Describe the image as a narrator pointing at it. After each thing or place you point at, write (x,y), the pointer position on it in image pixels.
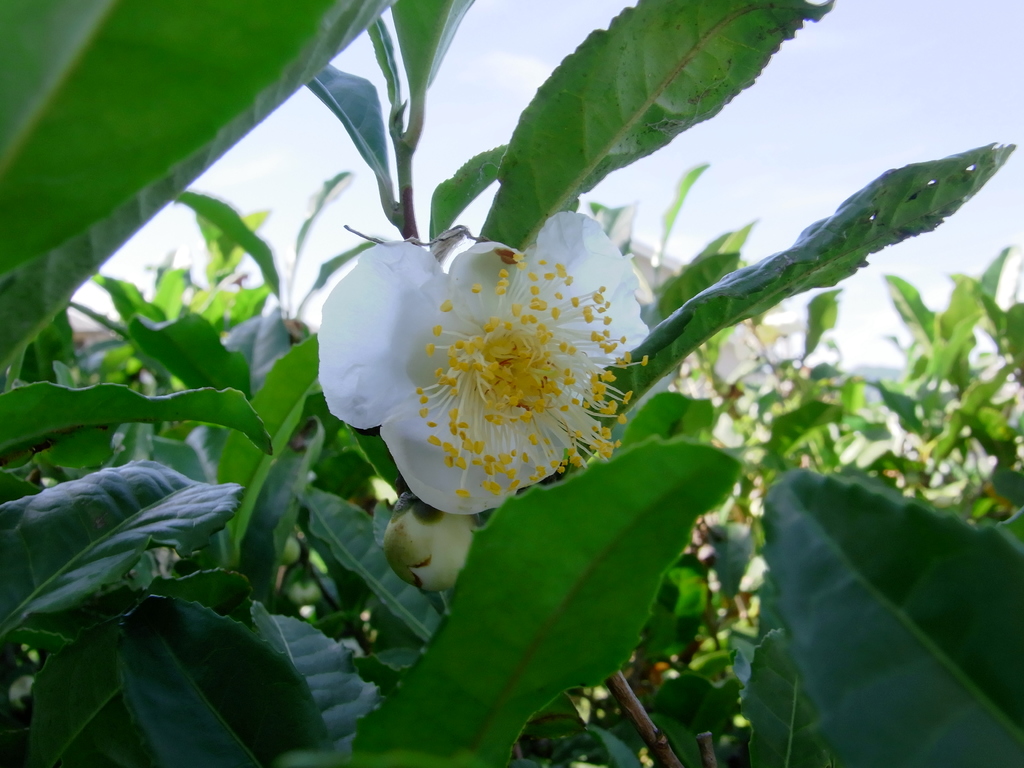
In this image I can see number of green colour leaves (820,488) and in the centre of this image (473,459) I can see a white colour flower (397,307).
